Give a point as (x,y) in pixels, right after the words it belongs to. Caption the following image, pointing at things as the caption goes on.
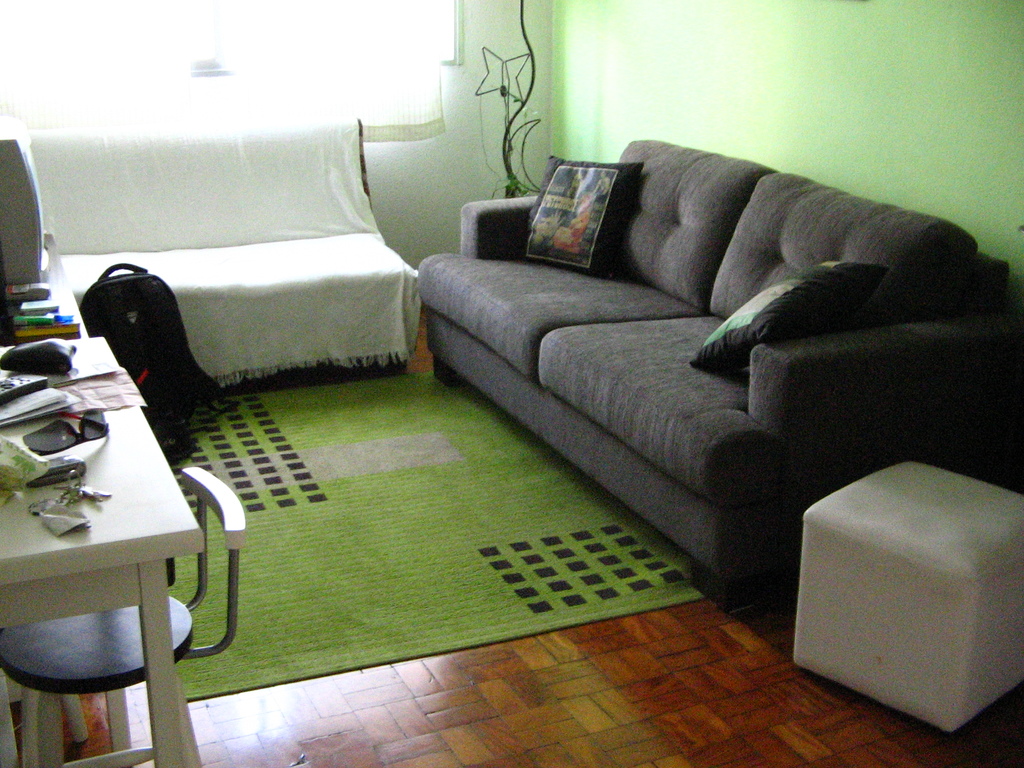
this picture shows a sofa set (618,320) and a table (39,535) with some papers (61,412) on it and we see a backpack (189,445).
